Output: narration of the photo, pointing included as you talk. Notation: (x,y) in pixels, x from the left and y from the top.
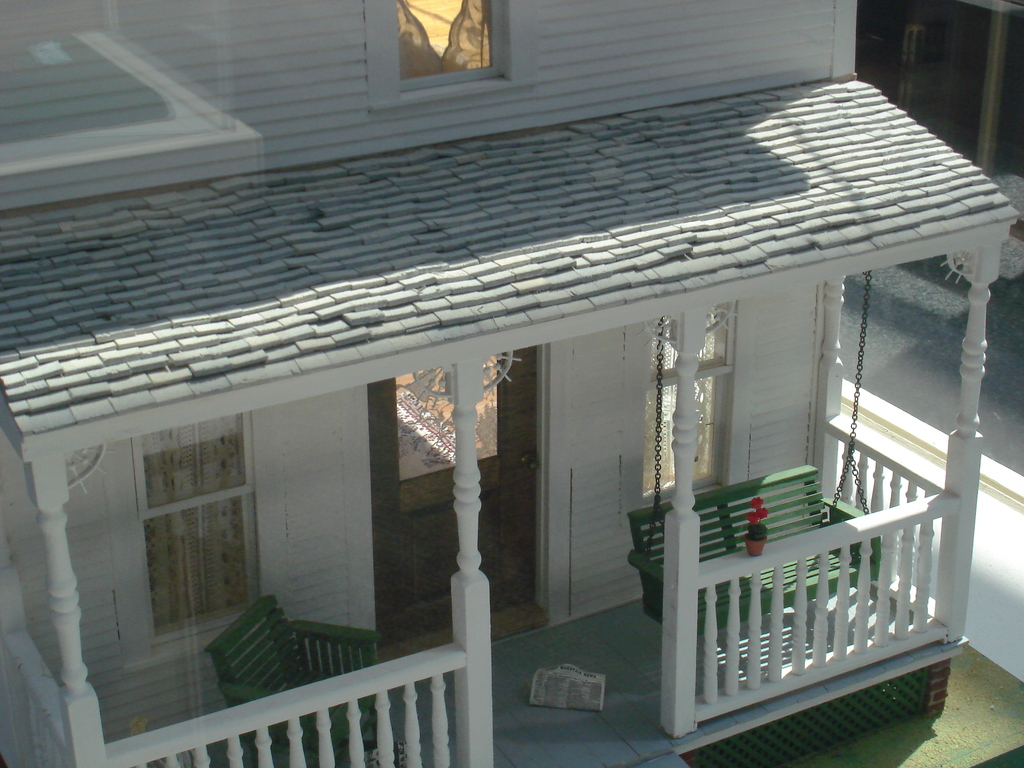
In this image we can see the porch (453,640) of a building (377,418), on the porch (463,442) there is a newspaper (551,701) on the surface (519,697) and there are two wooden chairs (262,666) on the porch (519,697), there is a wooden door entrance (418,628) into the building (467,439), beside the door (515,465) there are two glass windows (722,410).
